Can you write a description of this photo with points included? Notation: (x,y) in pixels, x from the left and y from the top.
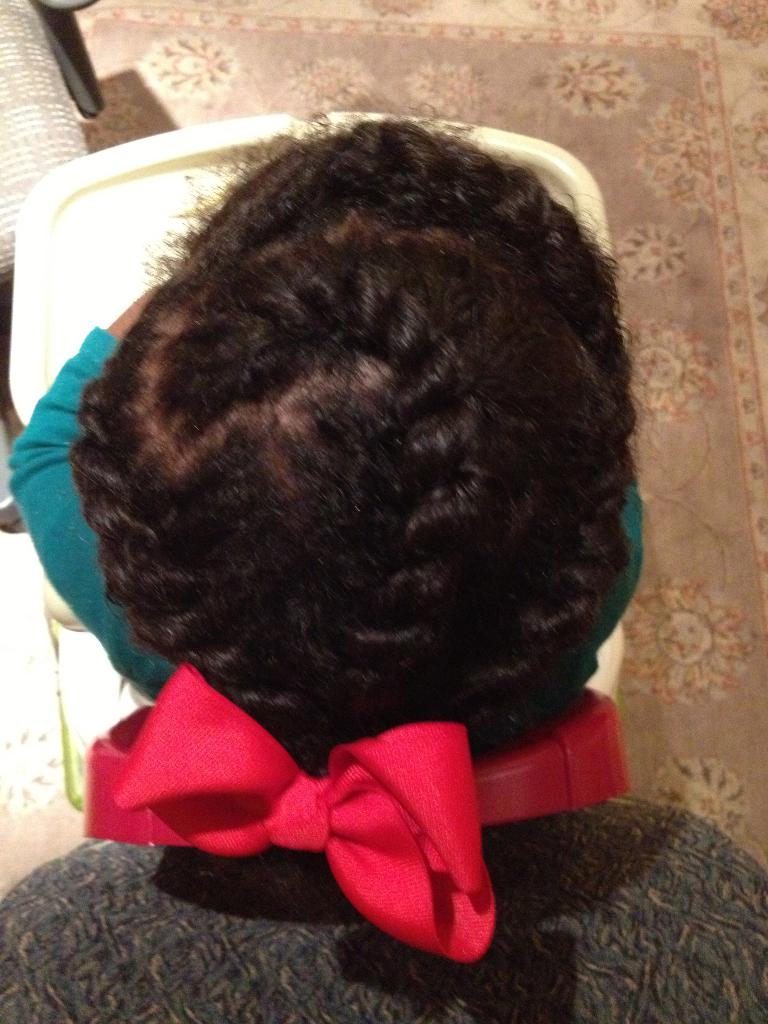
In this image there is a person (456,627) sitting on the chair (579,734). In front of her there is a table (113,229) and a chair (97,96). Behind her there is a chair (610,935). At the bottom of the image (654,913) there is a mat (622,44).
